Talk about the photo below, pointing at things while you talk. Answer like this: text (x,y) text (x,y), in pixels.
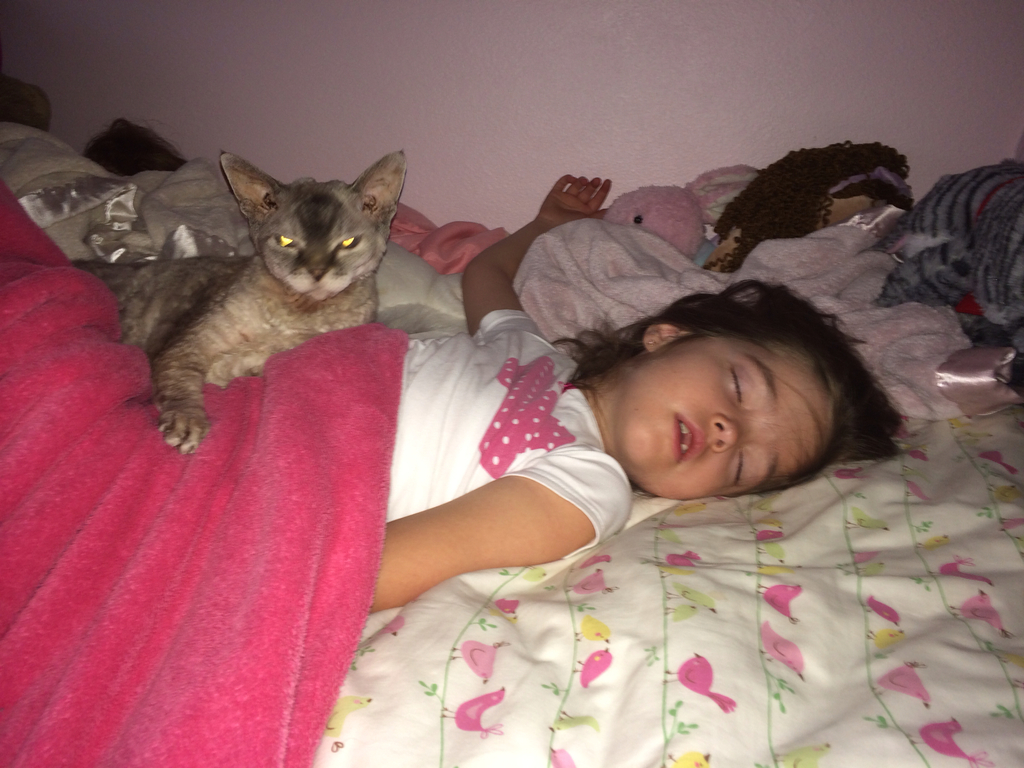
There is a child (561,397) sleeping on the bed (779,596). On the bed (722,623) there are bird design bed sheet (767,621), towel (677,296), toys (749,198). Above her there is a blanket (250,521). On her a cat (264,302) is laying. In the background (554,91) there is a wall (765,79).
